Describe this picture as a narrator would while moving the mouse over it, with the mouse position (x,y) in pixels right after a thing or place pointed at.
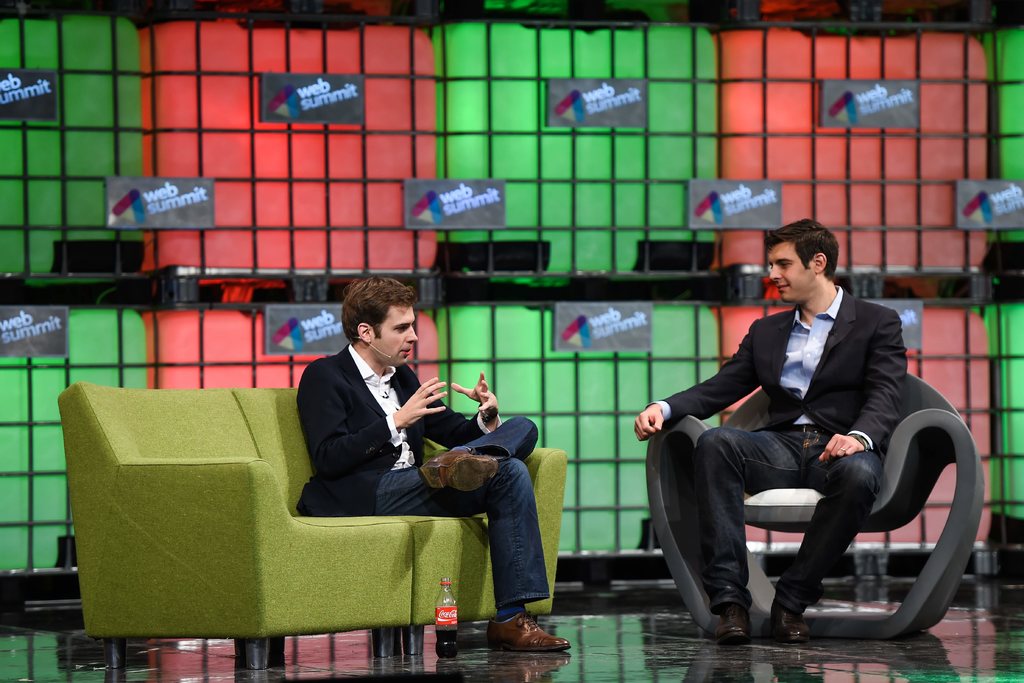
In this image I can see two persons (424,386) sitting. The person (782,424) at right (840,421) is wearing black blazer (845,353) and blue color shirt (791,351) and the person (441,395) at left (340,418) is wearing black blazer (374,407) and white color shirt (387,404) and I can see the green and red color background (959,317). I can see few boards (612,92) attached to the grill (848,212).
